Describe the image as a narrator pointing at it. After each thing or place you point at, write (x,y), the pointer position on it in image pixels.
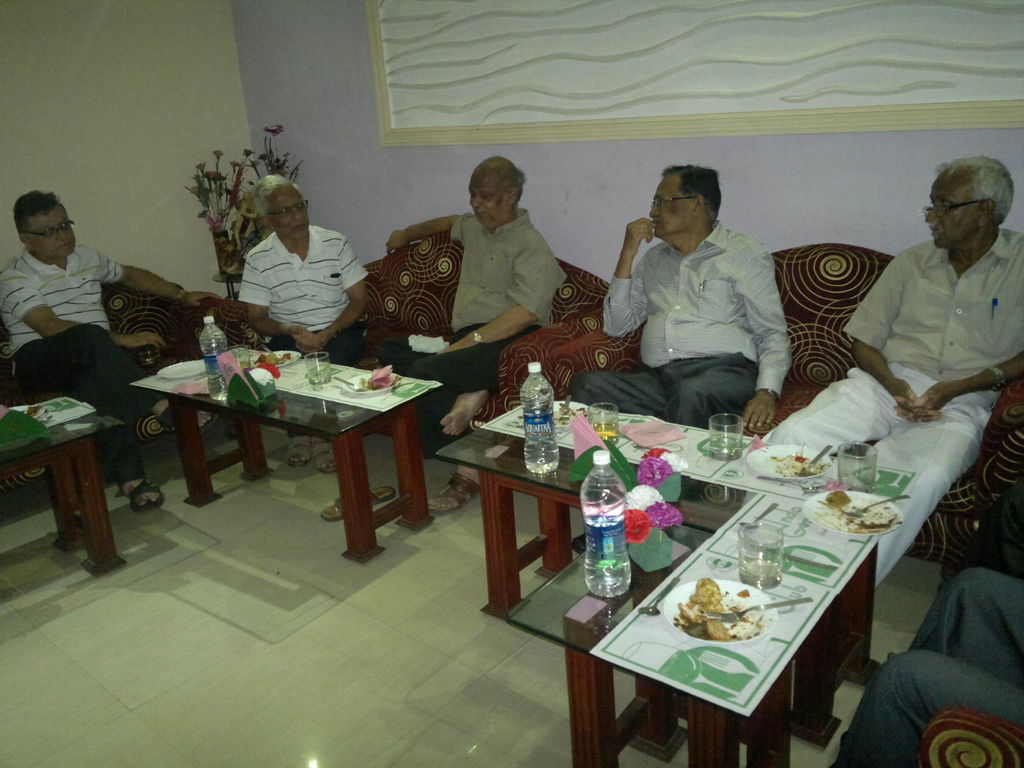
This is a picture of a room (161,576), where many people (359,306) are seated in couches (830,339). In the center of the image (378,433) there are tables (404,420), on this tables (293,401) there are bottles (531,423), glasses (314,370), plates (349,388), food (842,500) and spoons (874,504). In the top left (222,237) there is a flower vase (222,237). On the background wall (585,70) there is a design (561,39).
